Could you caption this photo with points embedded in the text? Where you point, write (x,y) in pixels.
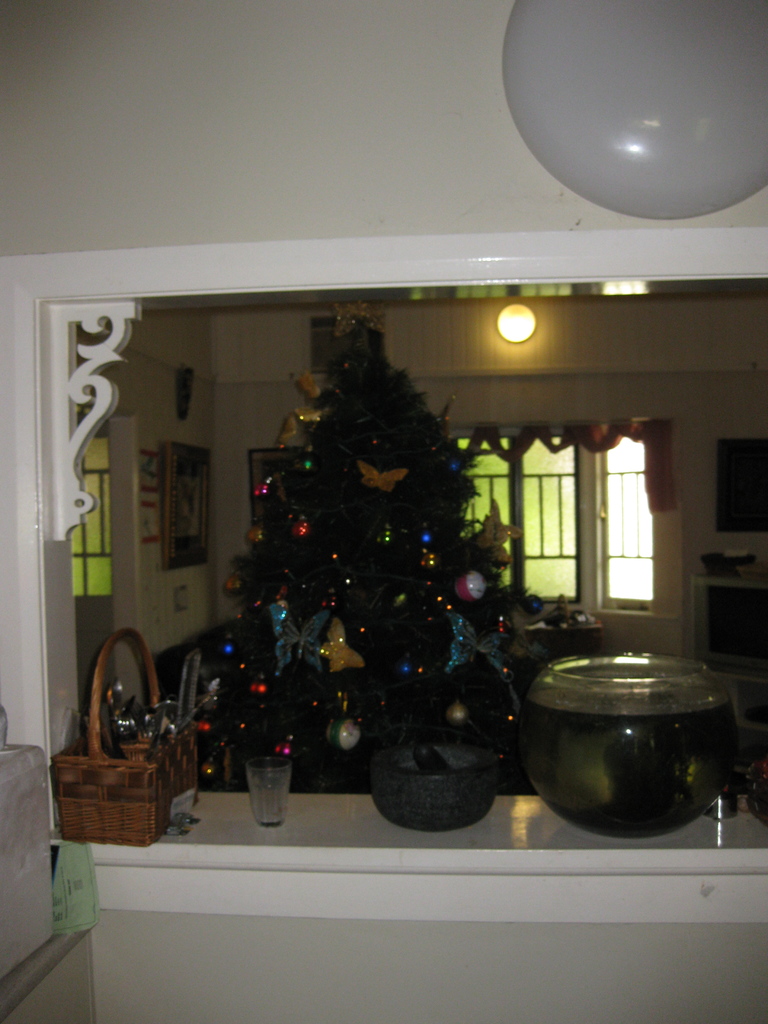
In the image we can see the Christmas tree (372,588) and decorative items (314,664). Here we can see container (551,787), glass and wooden basket (157,779). Here we can see light (512,332), window (575,499) and the wall (272,188).
